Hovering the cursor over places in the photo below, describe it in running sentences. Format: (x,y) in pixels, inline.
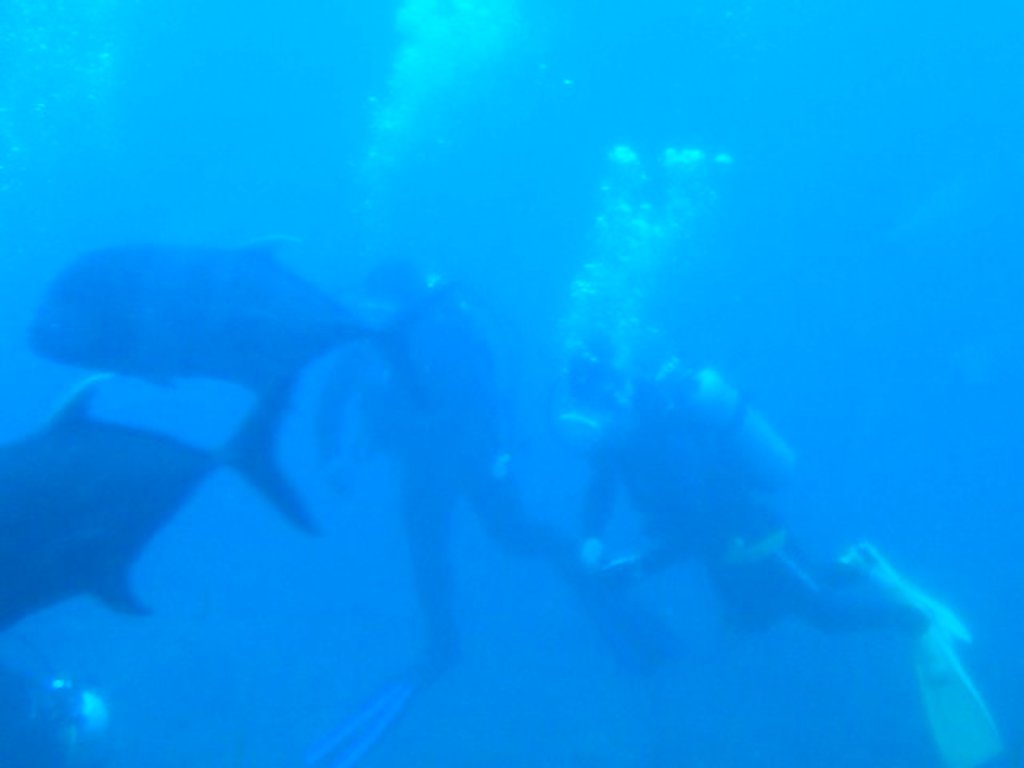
In this picture I can observe two members (461,394) swimming in the water (672,742). On the left side (133,467) there are two fish (0,457) swimming in the water (180,388). In the background (102,153) there is water (627,207).
